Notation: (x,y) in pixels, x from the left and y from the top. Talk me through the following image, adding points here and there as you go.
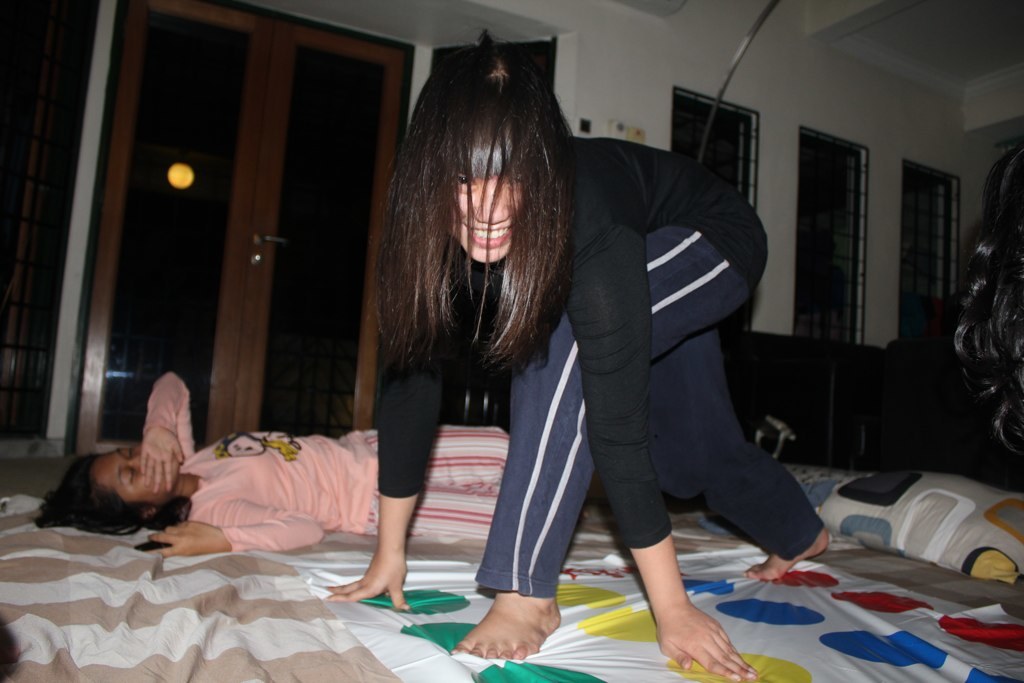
Here we can see two persons (496,138) and she is smiling. This is cloth (633,635) and there are pillows (958,549). In the background (103,368) we can see a door (231,244), light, windows (27,115), and wall (882,135).
